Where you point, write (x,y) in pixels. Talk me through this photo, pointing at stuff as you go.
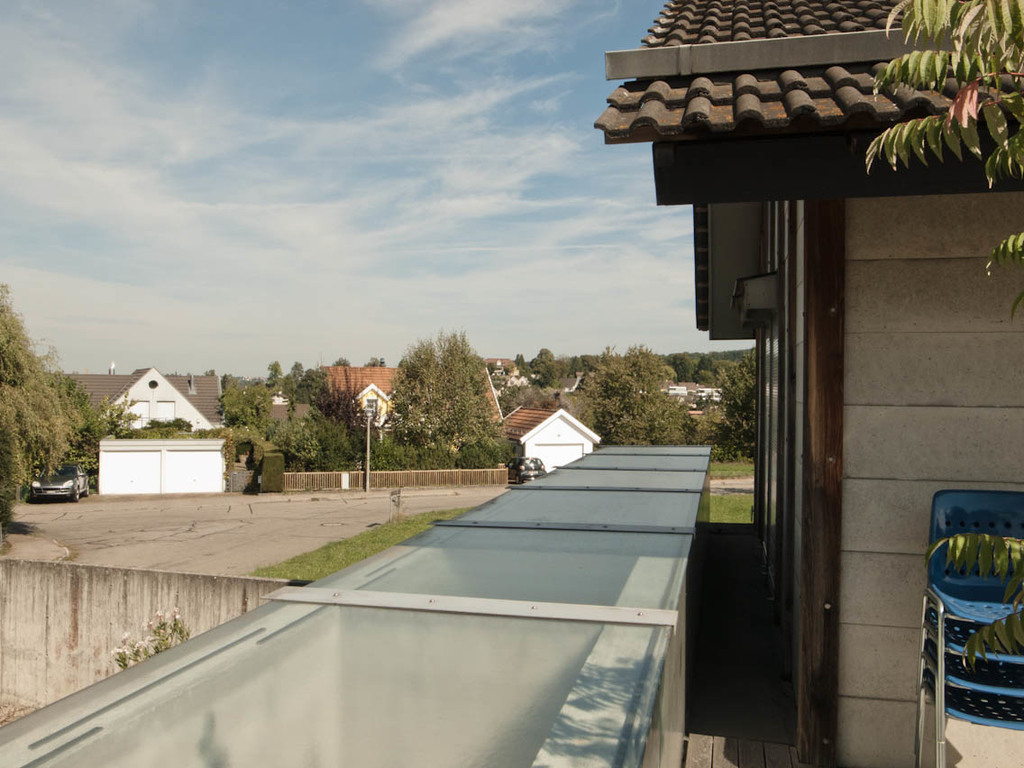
In this image we can see some buildings (871,357) and there are some trees (508,398) and grass (750,473) on the ground (731,467) and we can see two vehicles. We can see few chairs (967,679) on the right side of the image (938,578) and at the top (556,52) we can see the sky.
